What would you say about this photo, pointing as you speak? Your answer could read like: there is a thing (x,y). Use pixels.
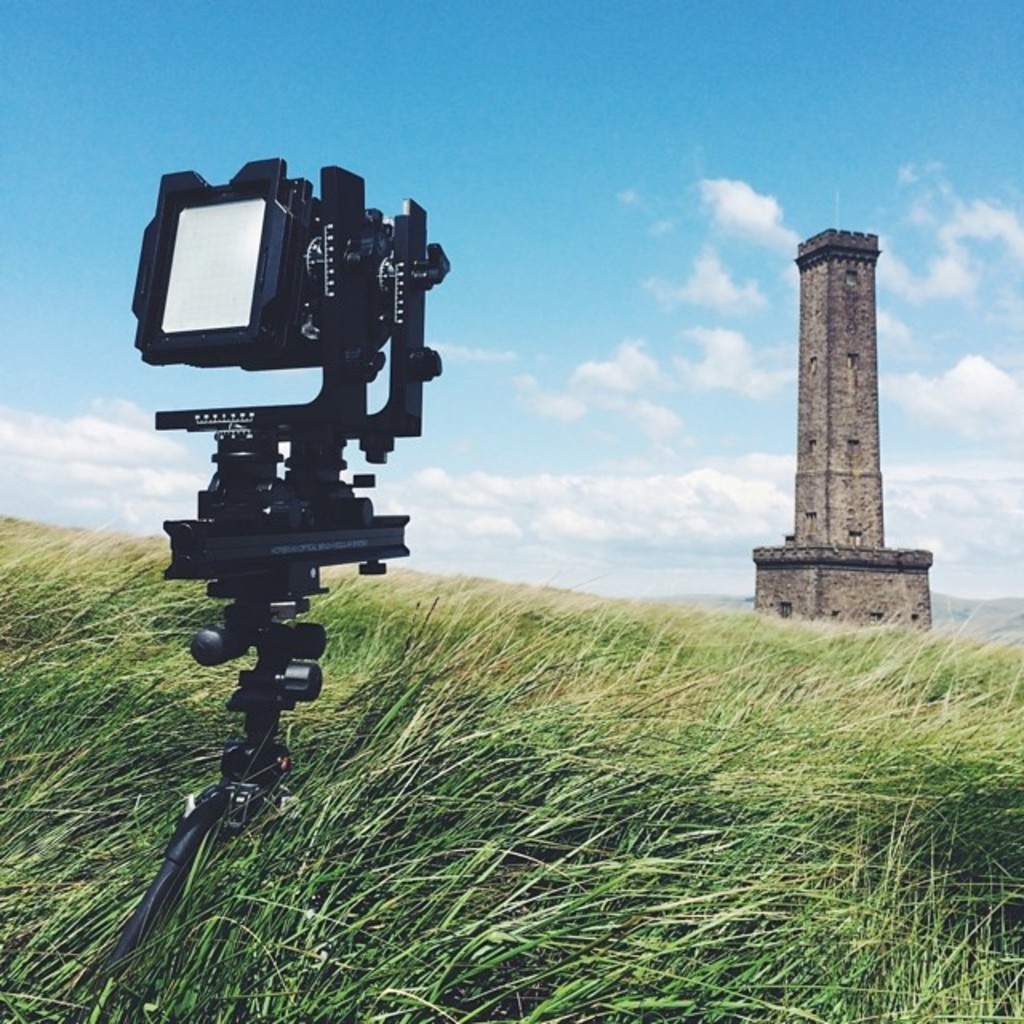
In this image I can see a camera (350,219), green grass (566,768) and a tower (839,307). The sky (664,140) is in white and blue color.
